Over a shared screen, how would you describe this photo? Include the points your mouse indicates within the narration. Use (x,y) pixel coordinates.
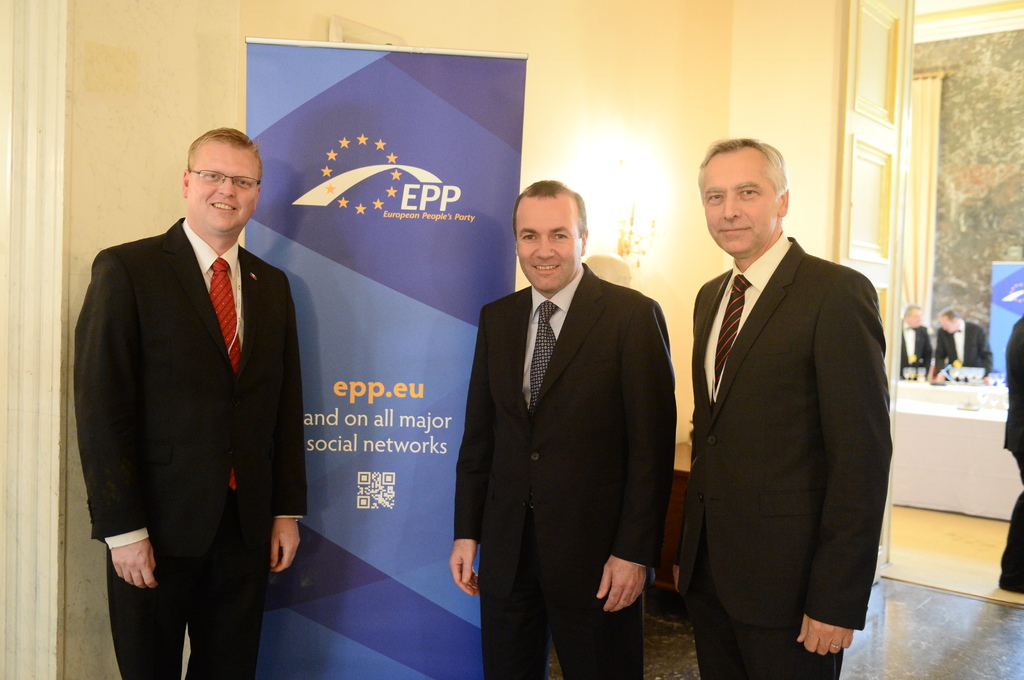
In this image we can see a group of people (635,432) standing on the floor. On the backside (907,211) we can see a door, curtain (927,313), a lamp (635,243) and a poster (407,511) with some text (422,410) on it.
